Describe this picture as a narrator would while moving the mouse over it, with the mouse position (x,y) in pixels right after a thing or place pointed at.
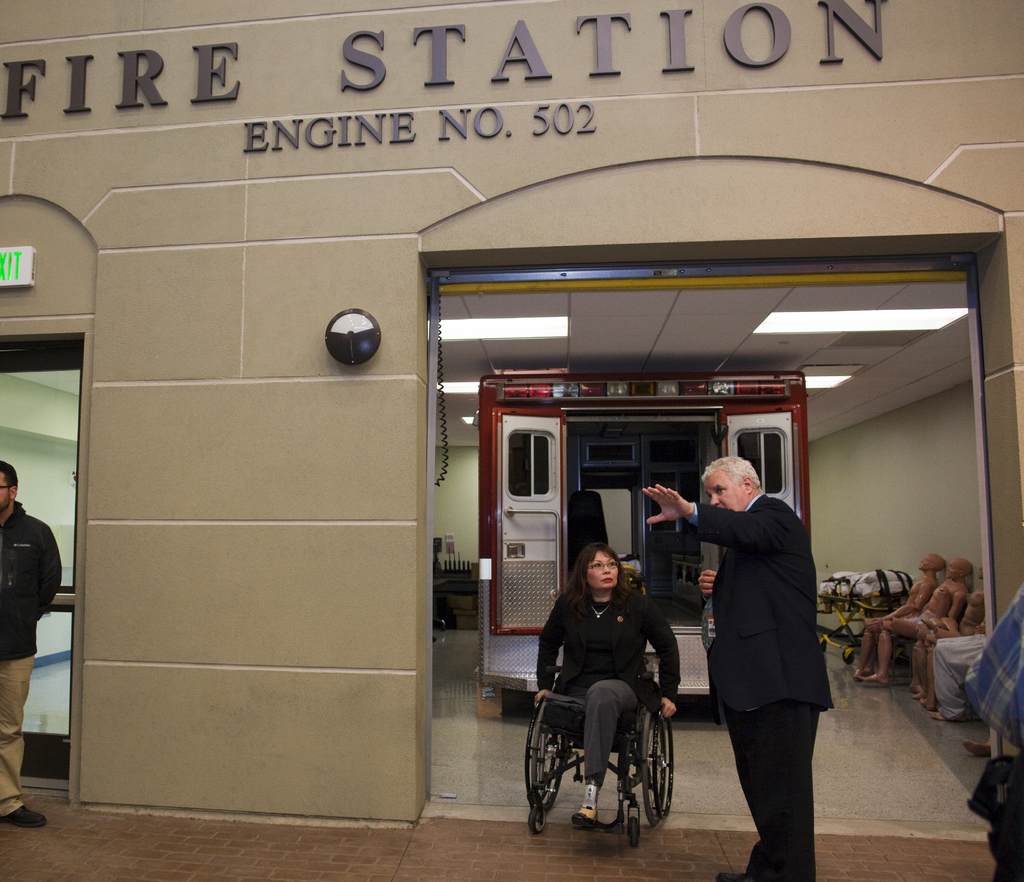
In this image I can see a person (654,644) is sitting on the wheelchair (654,725) and two persons (725,678) are standing on the floor (840,794). In the background (463,525) I can see a wall (445,523), doors (534,417), text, lights (494,339) on a rooftop (672,352) and so on. This image is taken may be in a hall (880,518).
